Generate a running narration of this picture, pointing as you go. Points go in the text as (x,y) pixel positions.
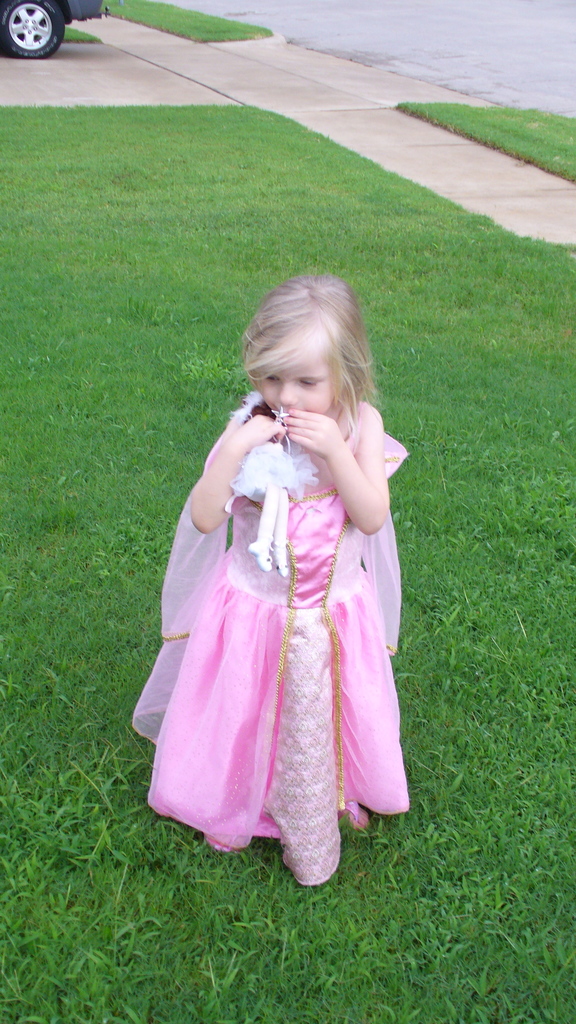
In this picture I can see a girl (322,458) standing in front (313,428) and I see that she is wearing pink color costume (237,585) and I can also see that she is holding a toy (260,482) and I see that she is standing on the grass (118,108). In the background (140,105) I can see the path (87,52) and I can see a vehicle (61,14) on the top left corner of this picture (33,14).
